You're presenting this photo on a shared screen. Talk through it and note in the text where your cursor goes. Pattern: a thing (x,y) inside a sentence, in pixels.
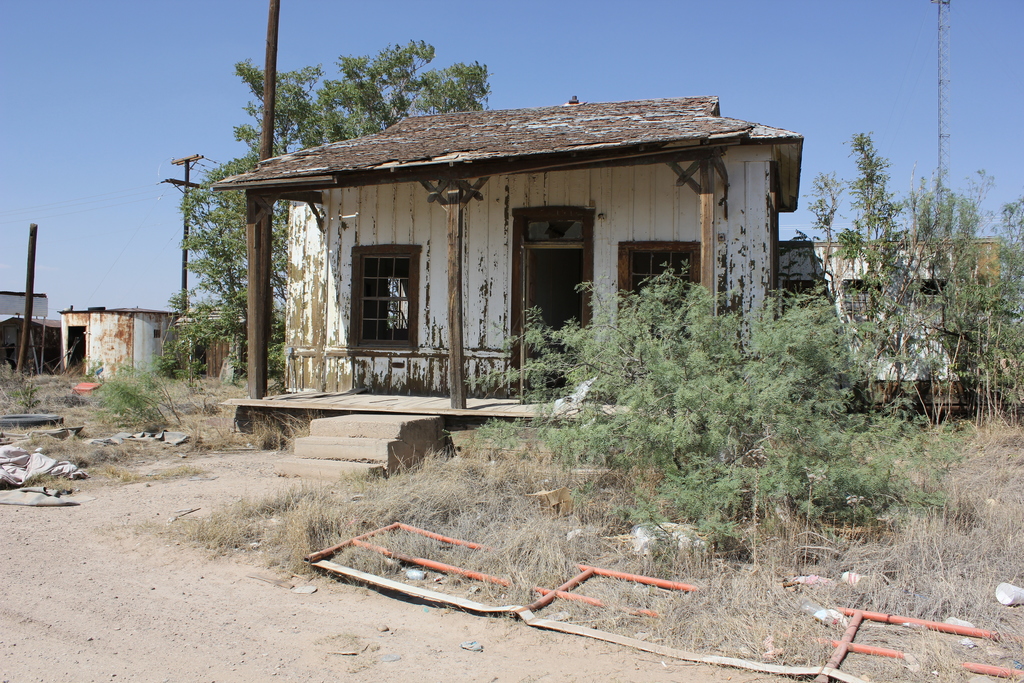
In this image we can see the houses (293,315), there are some poles (261,288), trees (194,335), grass (186,425), windows (361,299) and some other objects (163,433), in the background (652,86), we can see the sky (594,49).
